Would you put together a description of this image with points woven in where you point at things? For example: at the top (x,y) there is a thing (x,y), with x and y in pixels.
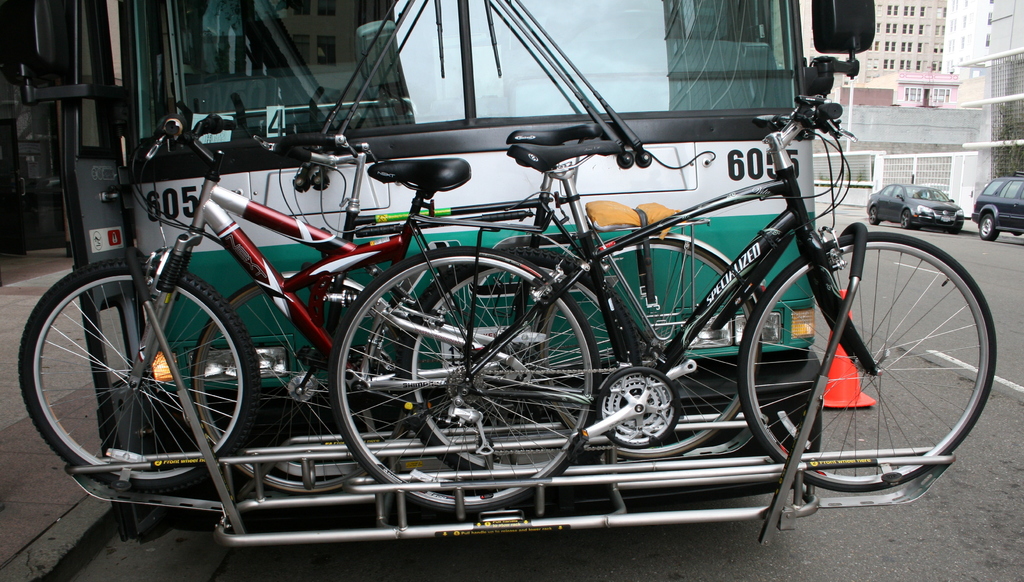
In this picture we can see a bus (496,199) and bicycles (554,242) in the front (857,319), on the right side (992,216) there are two cars (977,212), in the background (951,101) we can see buildings (955,35), we can also see some grilles (993,127) on the right side (997,127).
